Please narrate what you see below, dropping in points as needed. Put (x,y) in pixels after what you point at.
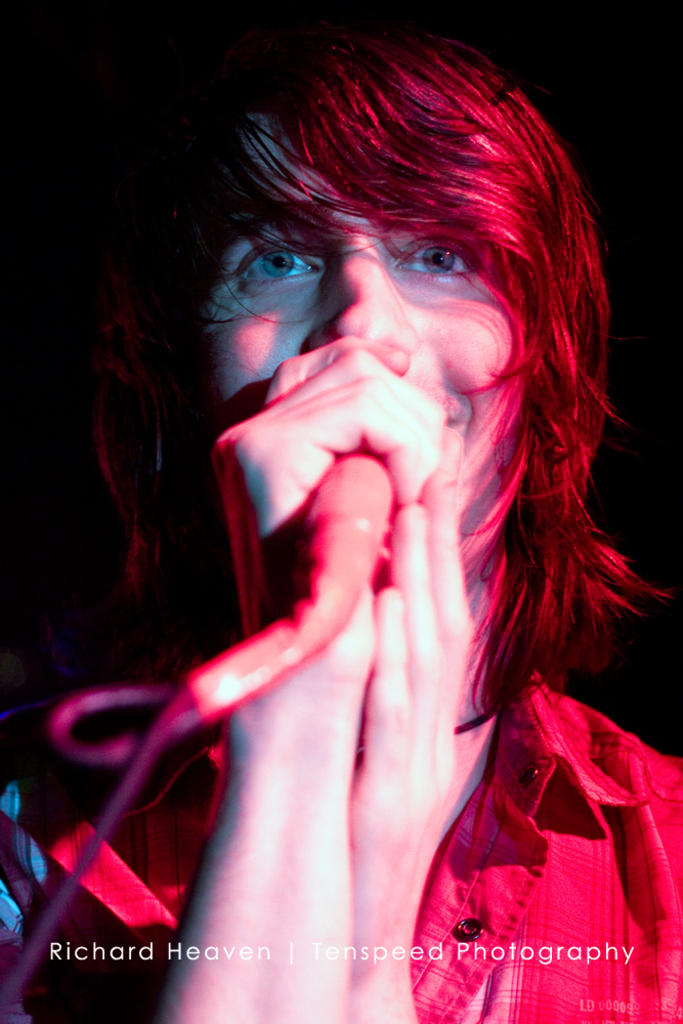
In this picture there is a man (342,659) who is holding a mic (339,597) and singing.
